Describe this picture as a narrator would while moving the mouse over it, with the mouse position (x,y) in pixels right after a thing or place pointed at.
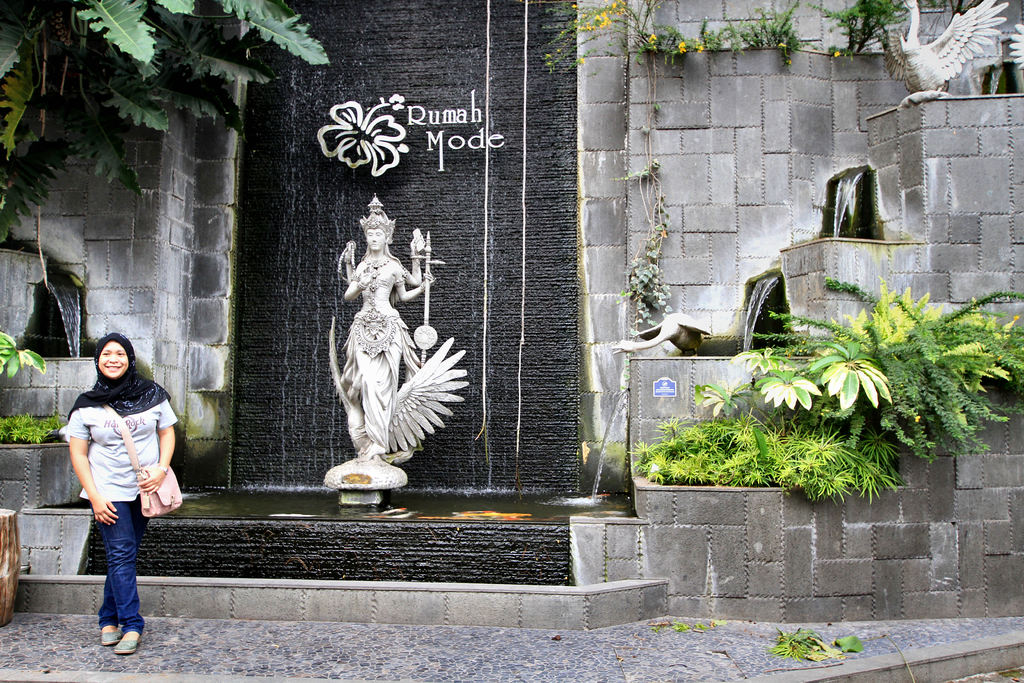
In this image we can see there is a girl (111,563) standing with a smile on her face (111,362), behind the girl (171,416) there is a fountain (323,156). At the center of the fountain (399,236) there is a statue (380,363), behind the statue (383,279) there is some text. On the other sides of the fountain (288,276) there are trees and plants (41,434).
